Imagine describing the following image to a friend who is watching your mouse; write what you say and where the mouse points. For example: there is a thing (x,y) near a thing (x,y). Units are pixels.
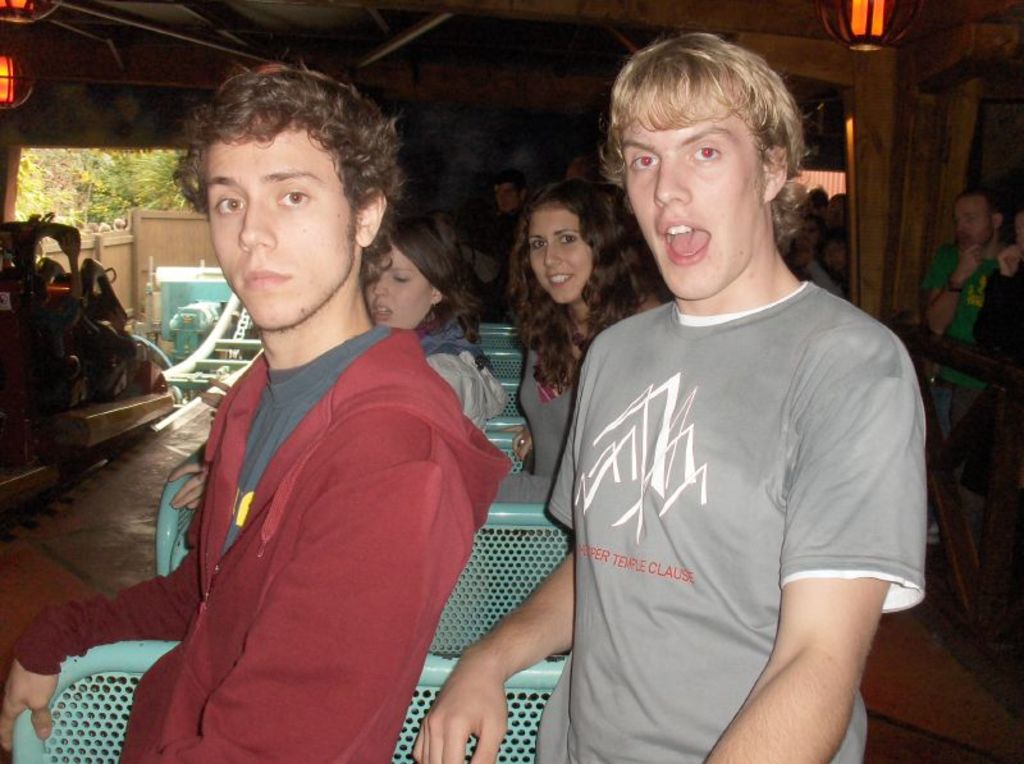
In this image I can see two persons (734,497) wearing grey and maroon colored dresses (685,495), few other persons (529,323) and a green colored metal object (500,533) behind them. In the background (210,337) I can see the roller coaster track (210,364), the roller coaster (33,315) with no persons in it. I can see the ceiling (284,43), few lights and few trees (91,155).
